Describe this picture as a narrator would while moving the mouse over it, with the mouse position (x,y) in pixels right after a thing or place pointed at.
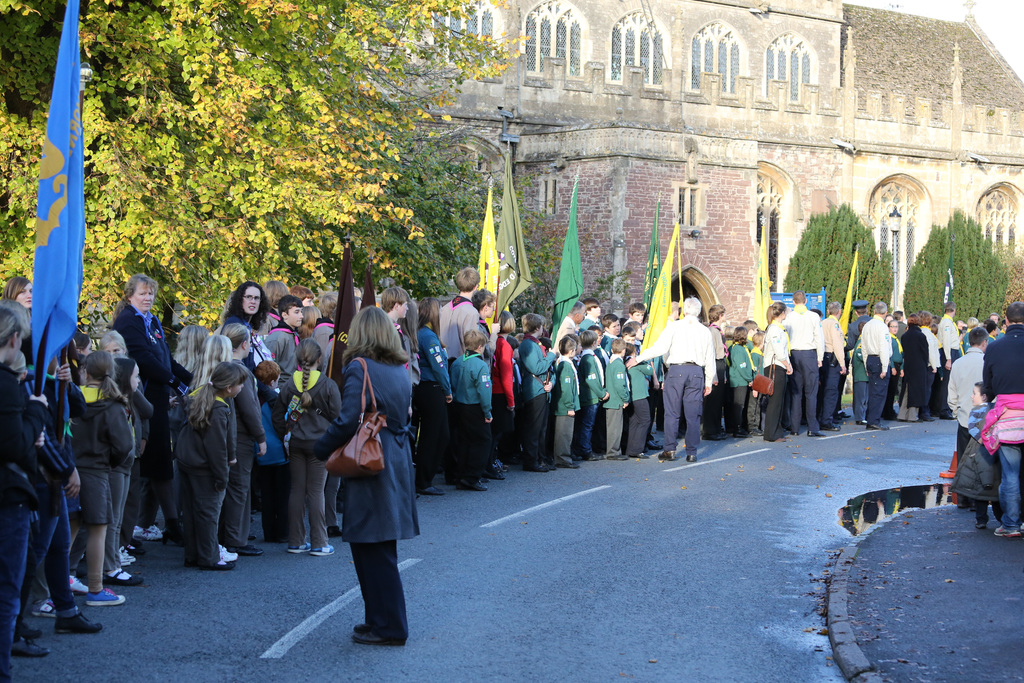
This image consists of many people (528,415) standing in a line on the road (485,672) and holding the flags (844,329). At the bottom (450,613), there is a road (504,678). On the right (930,625), there is a pavement (906,636). In the background (748,244), there is a building (613,173) along with windows (986,227). On the left (232,179), there are trees (351,154). And we can see the water (853,525) on the road (785,581).
